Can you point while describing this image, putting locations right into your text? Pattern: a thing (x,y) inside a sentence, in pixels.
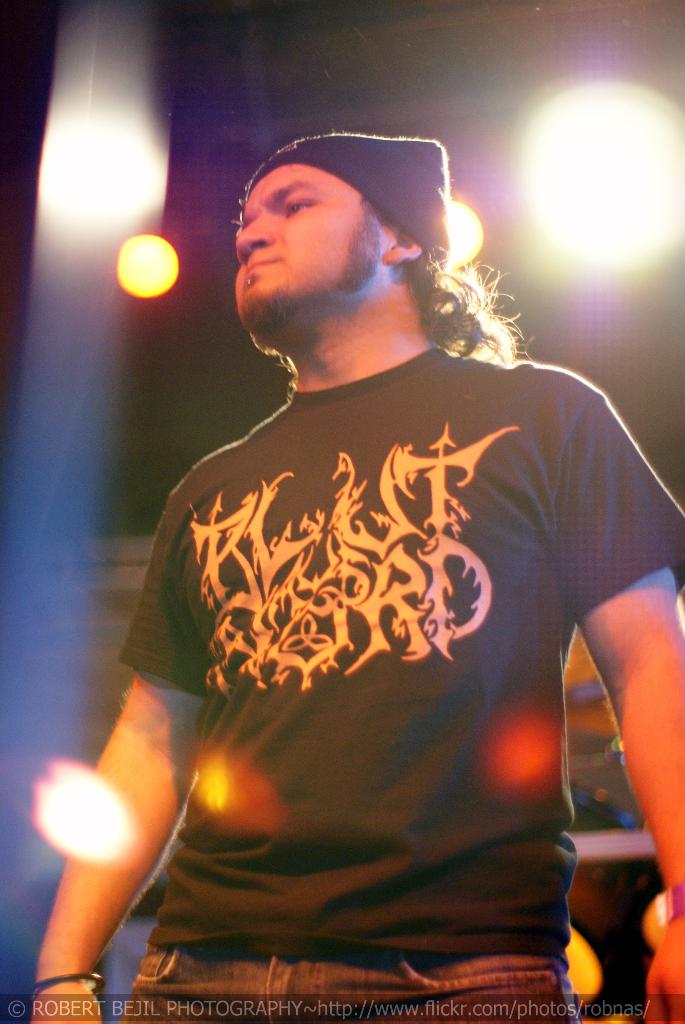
In the foreground of this image (356,701), there is a man (350,537) standing and wearing a cap (415,174). In the background (136,200), there are few lights (137,271).
